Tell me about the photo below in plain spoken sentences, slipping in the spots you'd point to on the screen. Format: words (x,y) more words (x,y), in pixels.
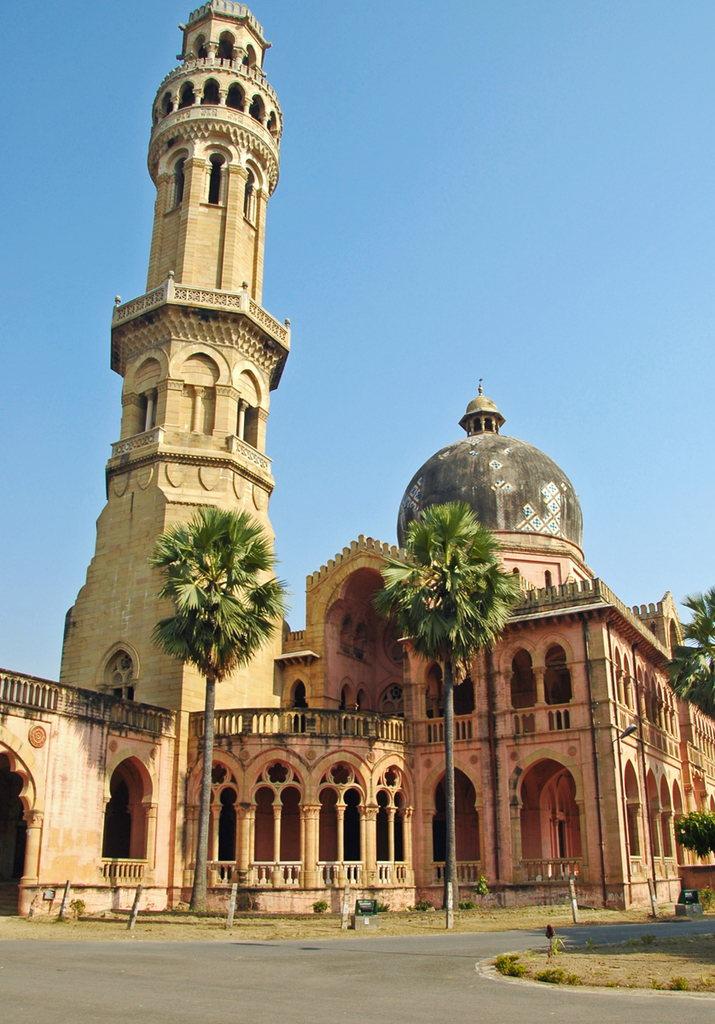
In this image we can see the Allahabad university building (652,737), one light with pole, three pipes (653,852) attached to the building (434,900), some objects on the ground (586,953), the road (544,948) in front of the building (464,889), some poles (347,894), some trees (455,889), plants (705,898) and grass (498,912) on the ground (666,912). In the background (457,427) there is the sky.
